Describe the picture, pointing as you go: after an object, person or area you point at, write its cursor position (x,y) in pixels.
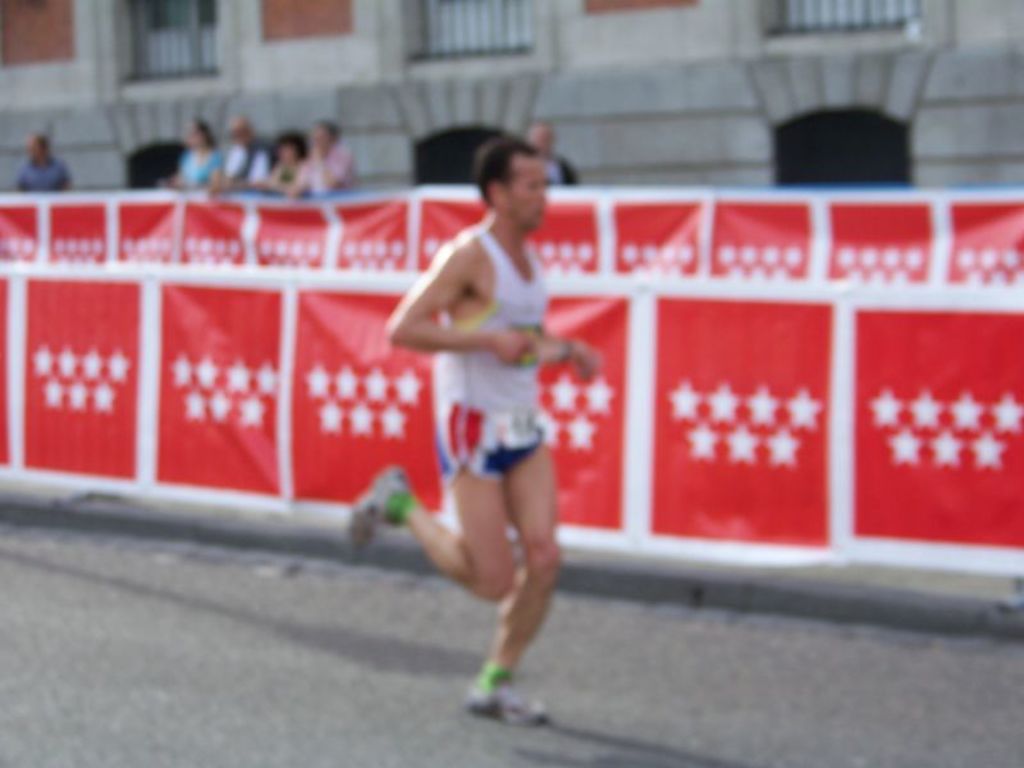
In this image there is a person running on the road (693,662). Behind him there is a banner (336,350). In the background of the image (666,78) there are few people (247,167) standing in front of the building (534,72).
